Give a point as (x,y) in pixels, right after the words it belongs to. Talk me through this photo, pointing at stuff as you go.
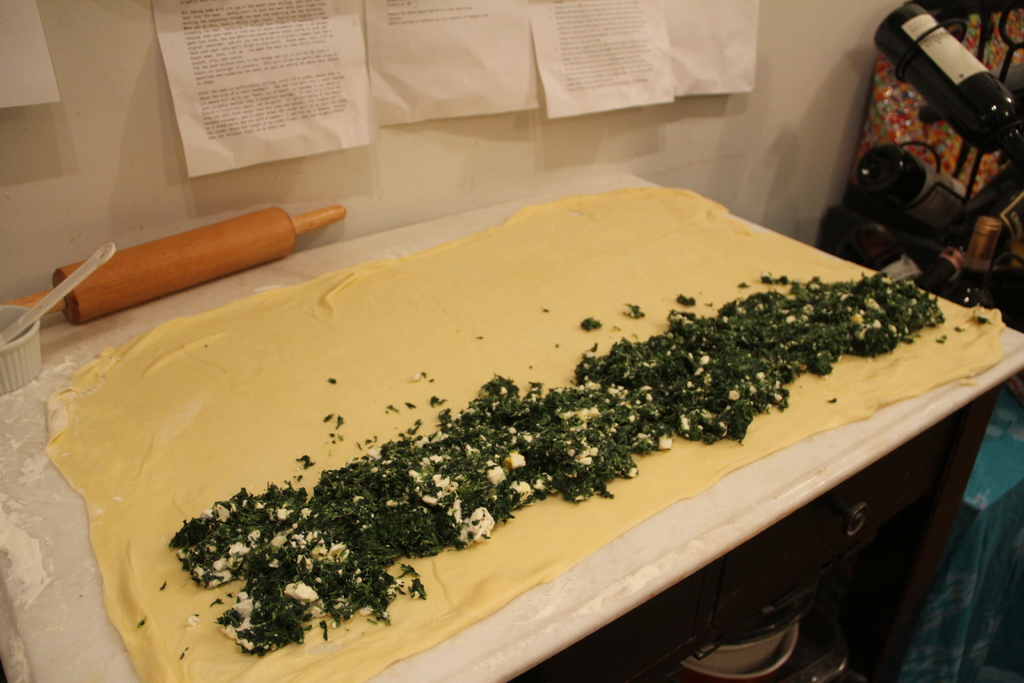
In this image there is a rolling pin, plastic bowl (16,364) with a spoon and some food items (442,359) on a table (88,341), in front of the table (404,237) on the wall (130,111) there are papers (506,80), beside the table (905,464) wine bottles (973,98) in a stand (916,219), beneath the table (888,492) there are some objects (796,625).
